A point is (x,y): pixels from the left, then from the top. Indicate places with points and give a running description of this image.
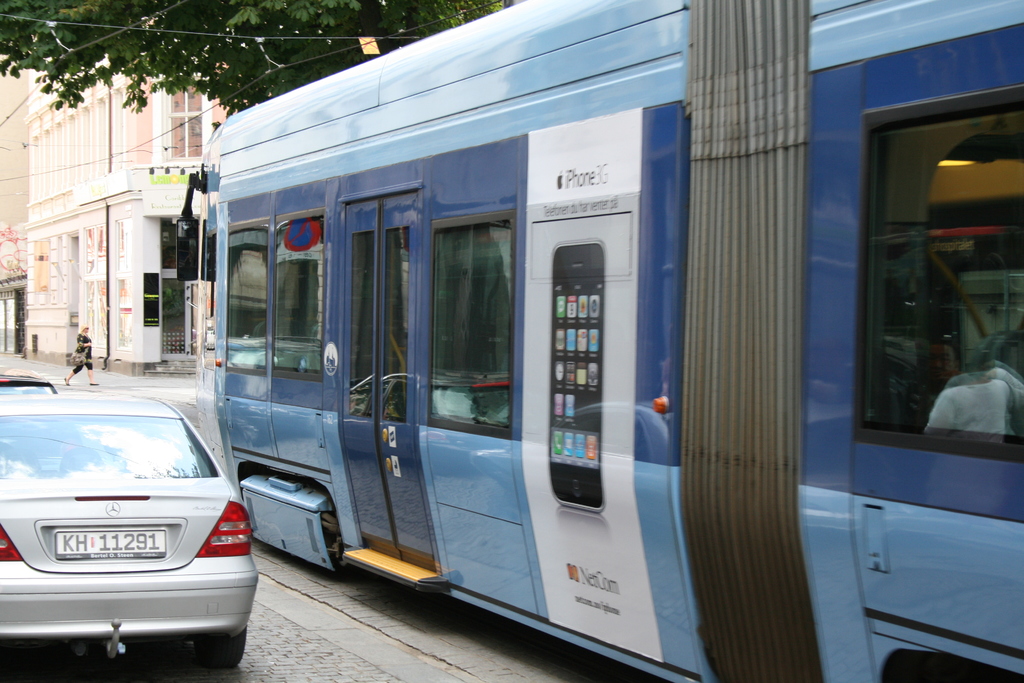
In this image there are vehicles (306,280) on a road (309,621), in the background (128,135) there is building (89,125) and a woman (81,368) walking on a road (169,383), at the top (201,26) there is tree (308,44).
